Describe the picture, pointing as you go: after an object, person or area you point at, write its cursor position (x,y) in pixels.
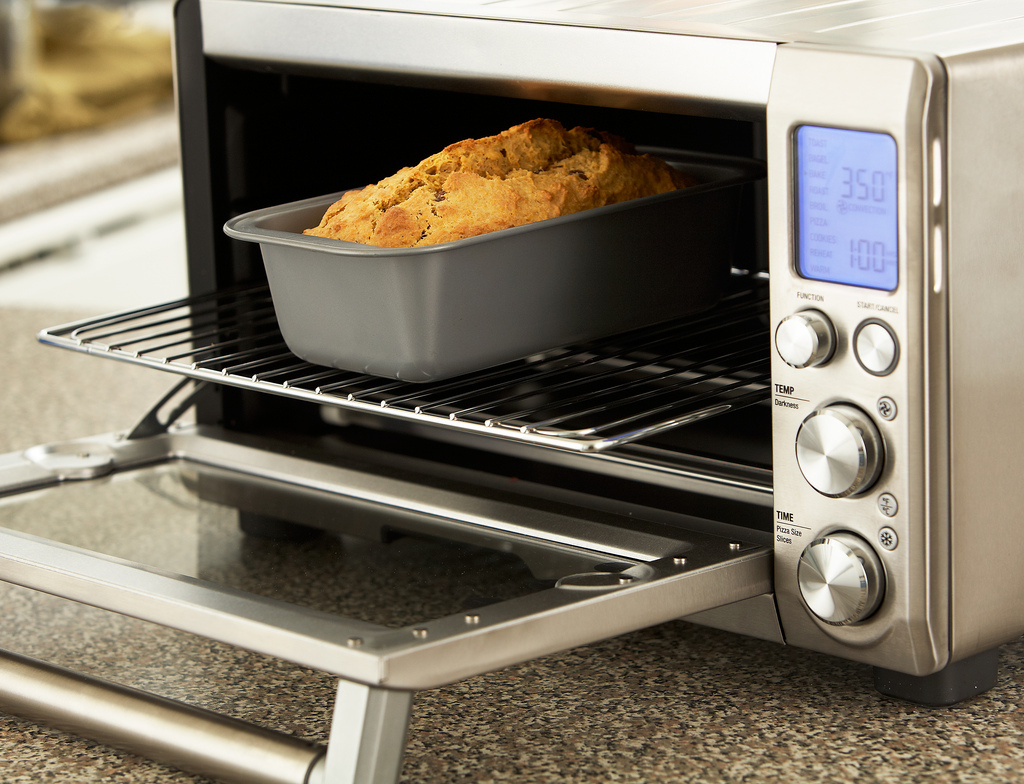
In this image I can see the countertop (593,739) of the kitchen (609,739) and on it I can see a toaster oven (881,523) which is grey in color. I can see a grill (639,415) in the oven (622,382) on which I can see a pan (493,324) with a brown colored food item (499,192) in it. I can see the blurry background (39,110).
